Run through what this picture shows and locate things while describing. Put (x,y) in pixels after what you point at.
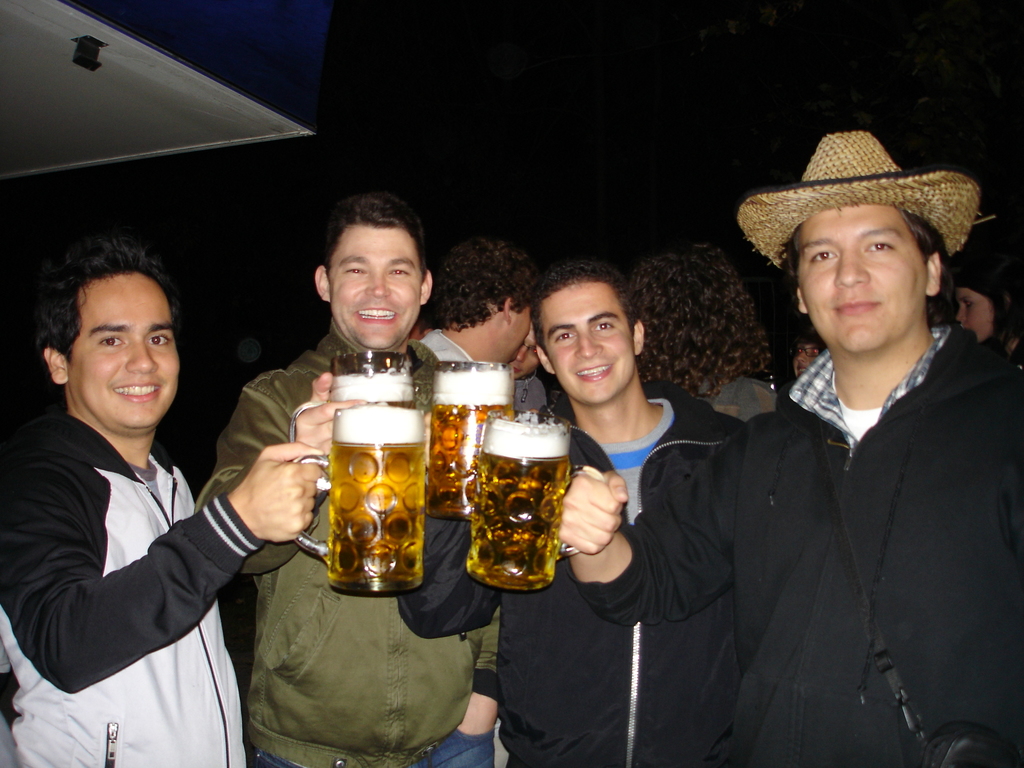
In this picture we can see four men (154,381) holding glass (451,419) with drinks (489,521) in it with their hands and smiling and in background (291,91) we can see wall (291,83), some persons (981,286) and it is dark.
